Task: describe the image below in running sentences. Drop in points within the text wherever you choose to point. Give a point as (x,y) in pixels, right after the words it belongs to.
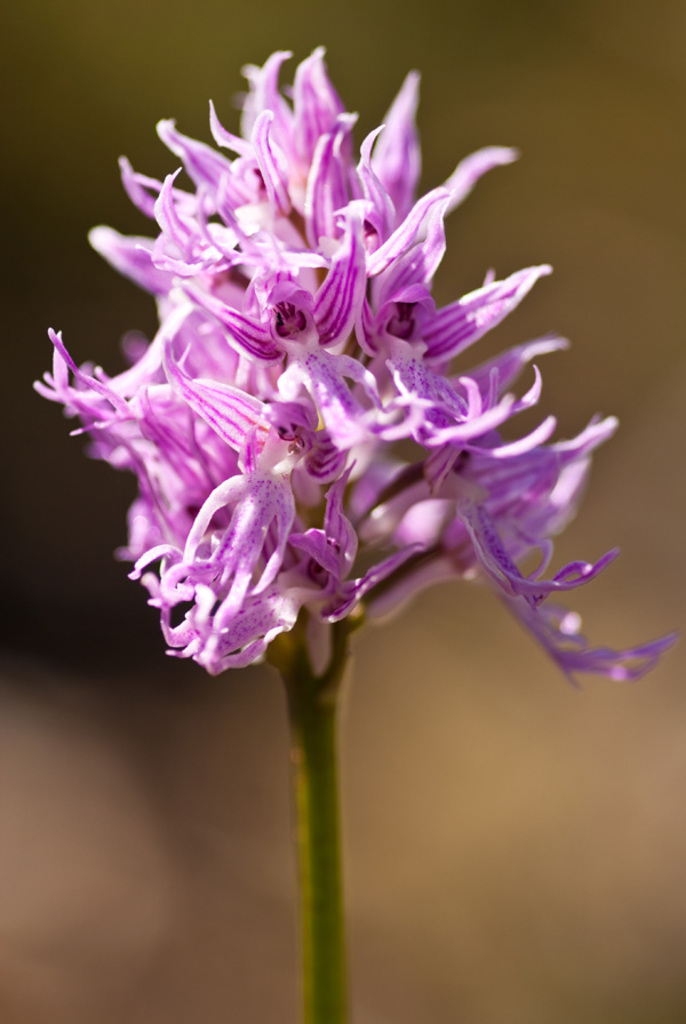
In this image, I can see a flower (330,598) to a stem (312,914). There is a blurred background (139,76).
